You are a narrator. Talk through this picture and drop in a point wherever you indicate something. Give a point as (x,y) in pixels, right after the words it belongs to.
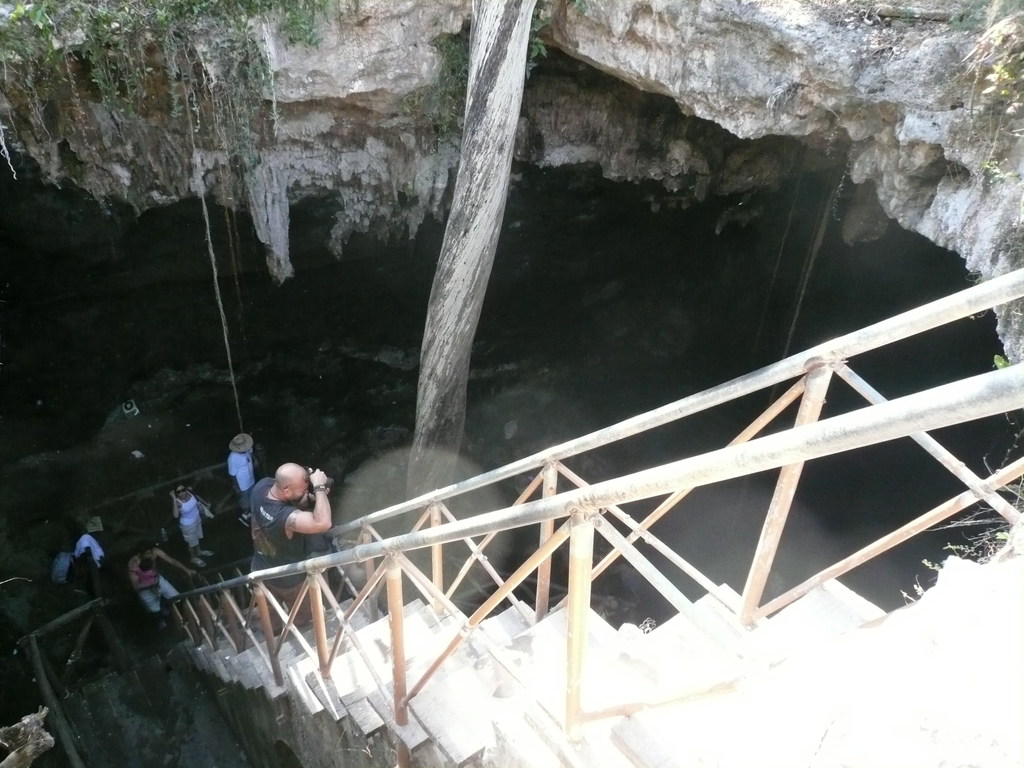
On top of the image (895,191) there are rocks (981,279). There is a tree trunk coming down from the top. There is a person (265,514) standing on the stairs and he is holding the camera (317,484). Behind him there are a few other people (151,551) standing. There are railings (906,540).
